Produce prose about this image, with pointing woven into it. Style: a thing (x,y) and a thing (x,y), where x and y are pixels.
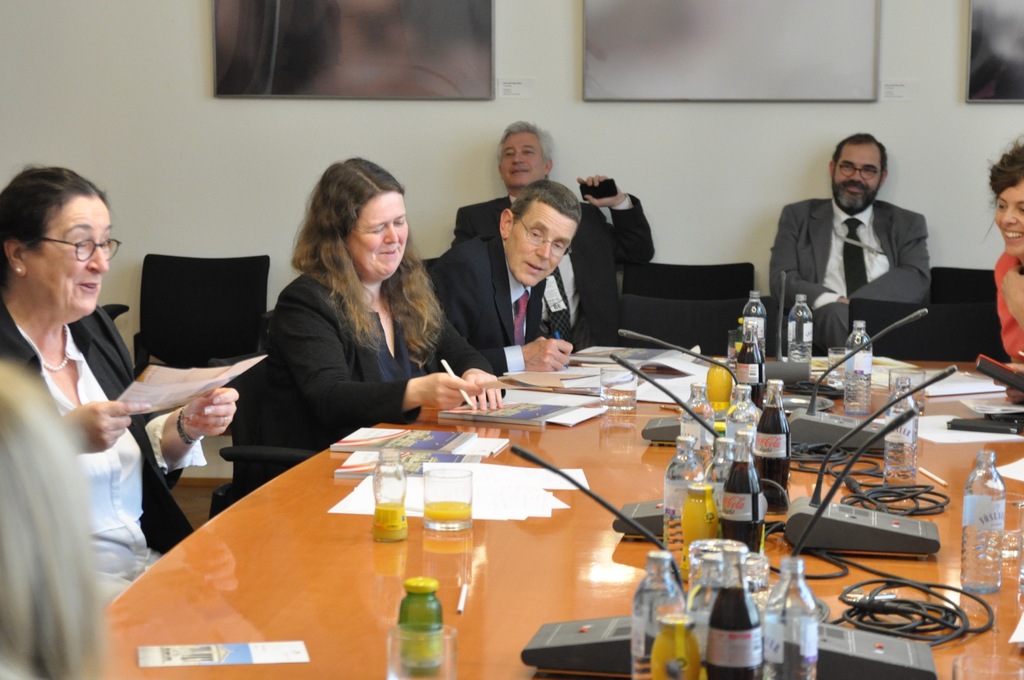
In this picture there are group of people (288,348) sitting around a round table (526,587). On the table (537,551) there is glass (752,572), pen (464,596), cool drink (755,494), water bottle (898,433), mic (903,420), wires (883,495), papers (293,646), books (529,418). In the background (524,52) there is a wall (528,34) on that wall (556,132) there are photo frames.
